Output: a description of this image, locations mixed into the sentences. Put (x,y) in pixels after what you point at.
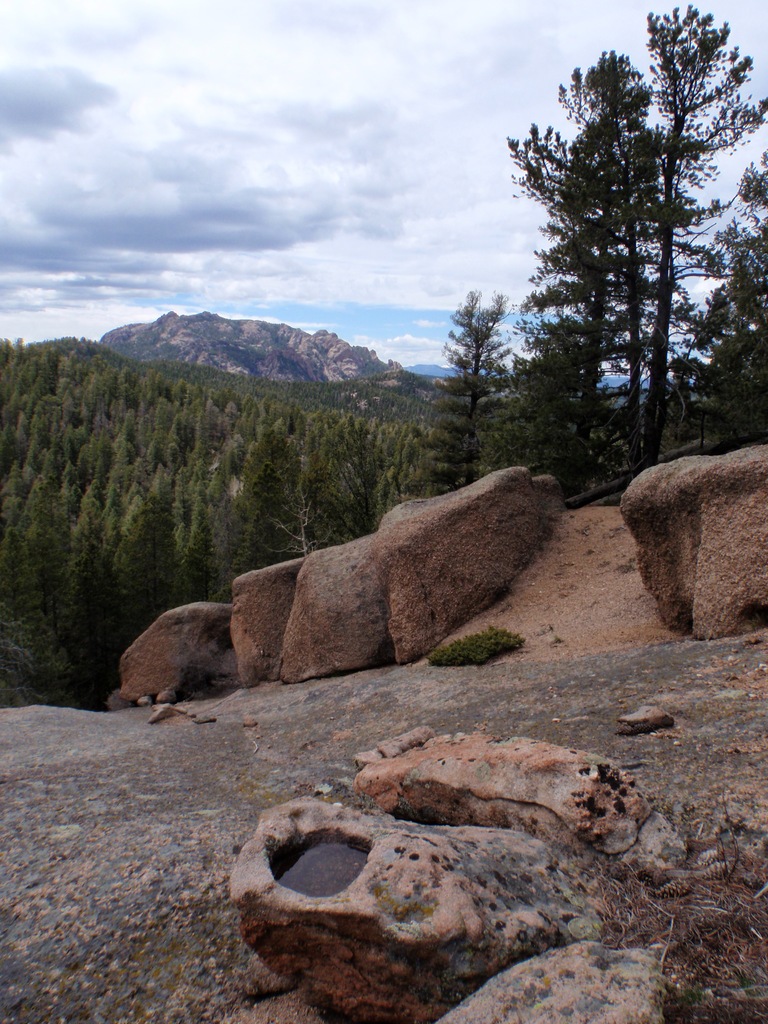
In this image I can see many rocks (366,688). In the background (371,398) there are trees (363,421), mountains (346,341), clouds (366,289) and the blue sky (430,316).
